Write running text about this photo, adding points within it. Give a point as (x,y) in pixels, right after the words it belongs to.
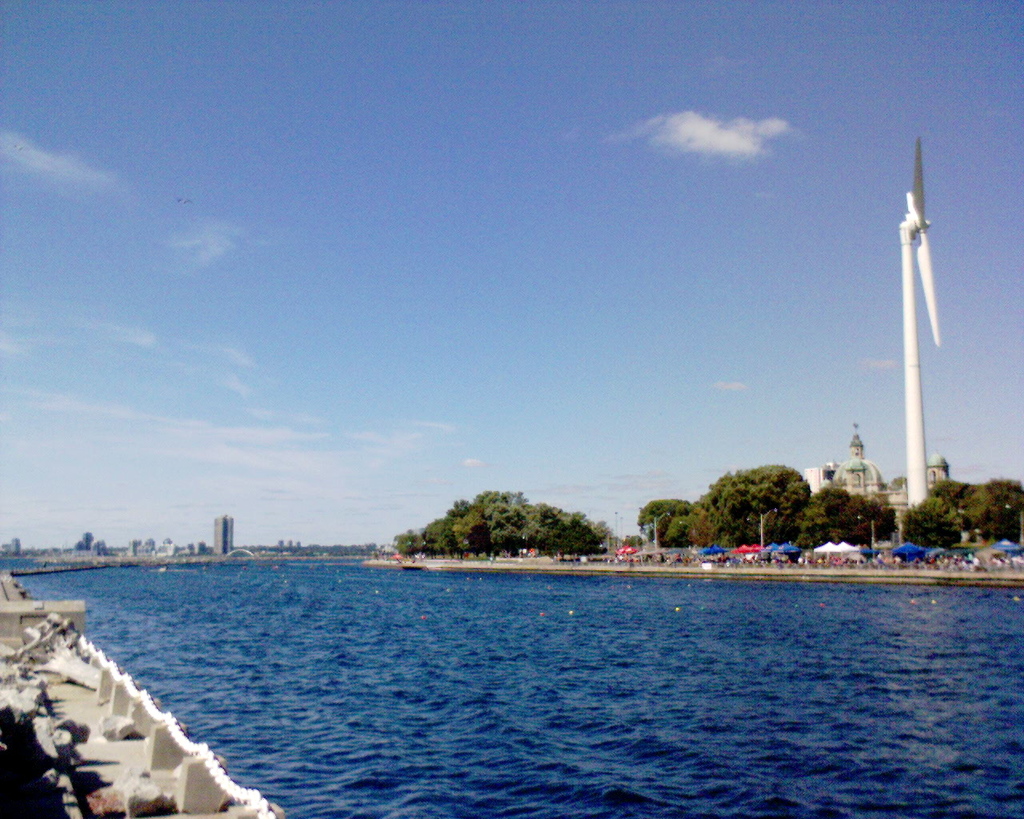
There is water (360,674). In the background (485,542) there are trees (548,531), wind fan (912,364), tents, buildings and sky (493,275) with clouds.
